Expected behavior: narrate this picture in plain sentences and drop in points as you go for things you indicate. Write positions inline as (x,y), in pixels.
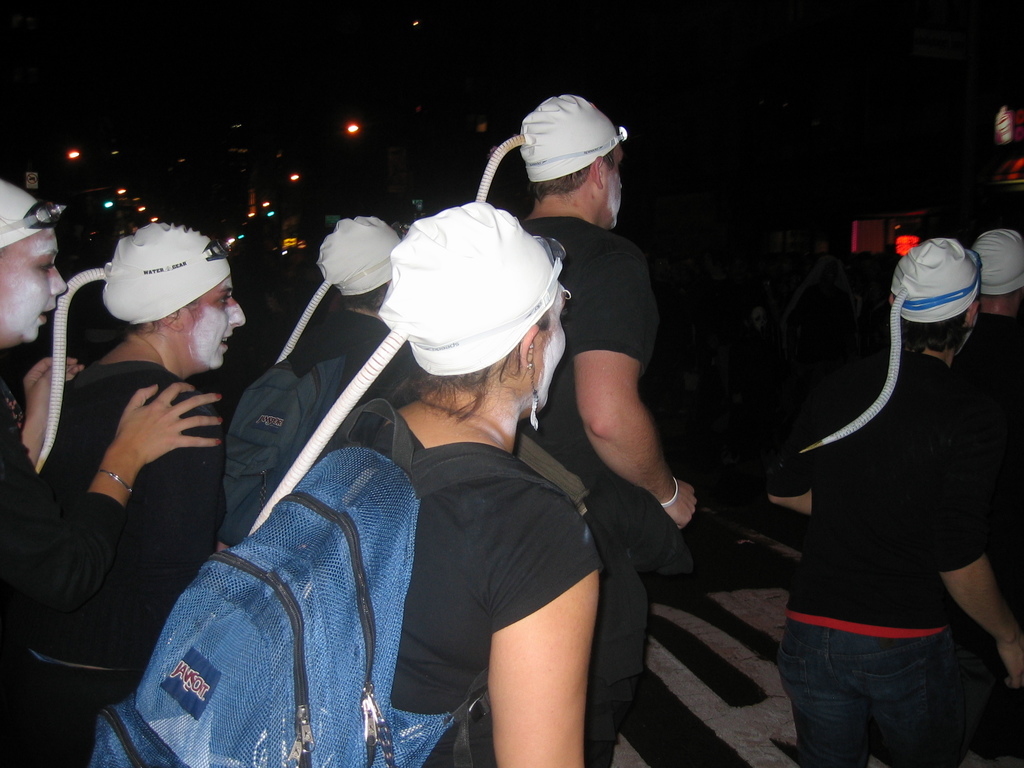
In this image there are a few people (582,552) wearing white caps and bags (384,565) are walking on the road (749,752), in the background of the image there are lamp posts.
